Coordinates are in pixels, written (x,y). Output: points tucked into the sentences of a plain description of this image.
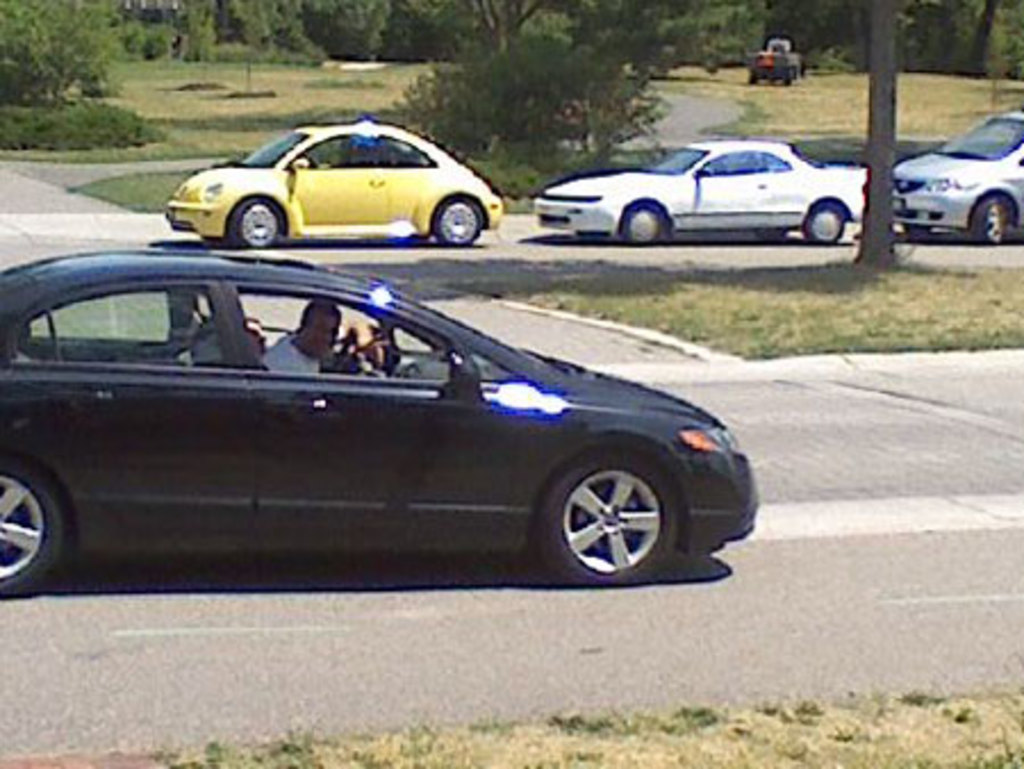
In this image I can see few vehicles (352,312). In front (287,352) I can see two persons (318,358) sitting in the vehicle (312,382). In the background (431,21) I can see few trees (600,58) in green color.
